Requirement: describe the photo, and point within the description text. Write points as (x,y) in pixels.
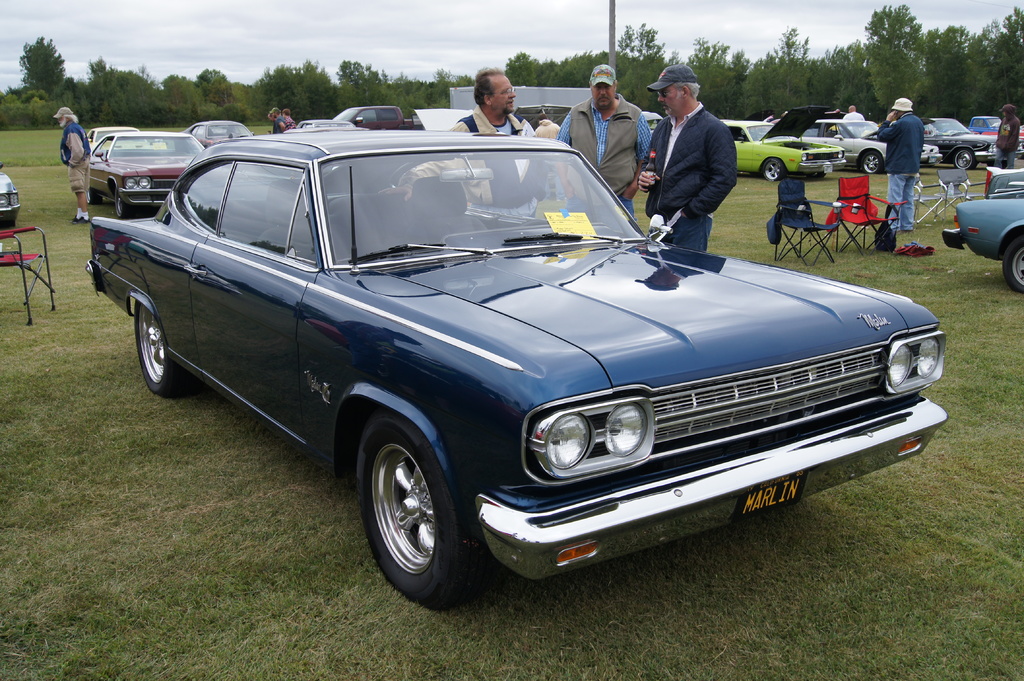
In this picture there are vehicles (520,178) and there are group of people (703,192) standing and there are chairs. At the back (874,94) there are trees (882,111) and there is a tent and pole (612,19). At the top (346,48) there is sky (263,30) and there are clouds (214,22). At the bottom (208,547) there is grass (742,558).
